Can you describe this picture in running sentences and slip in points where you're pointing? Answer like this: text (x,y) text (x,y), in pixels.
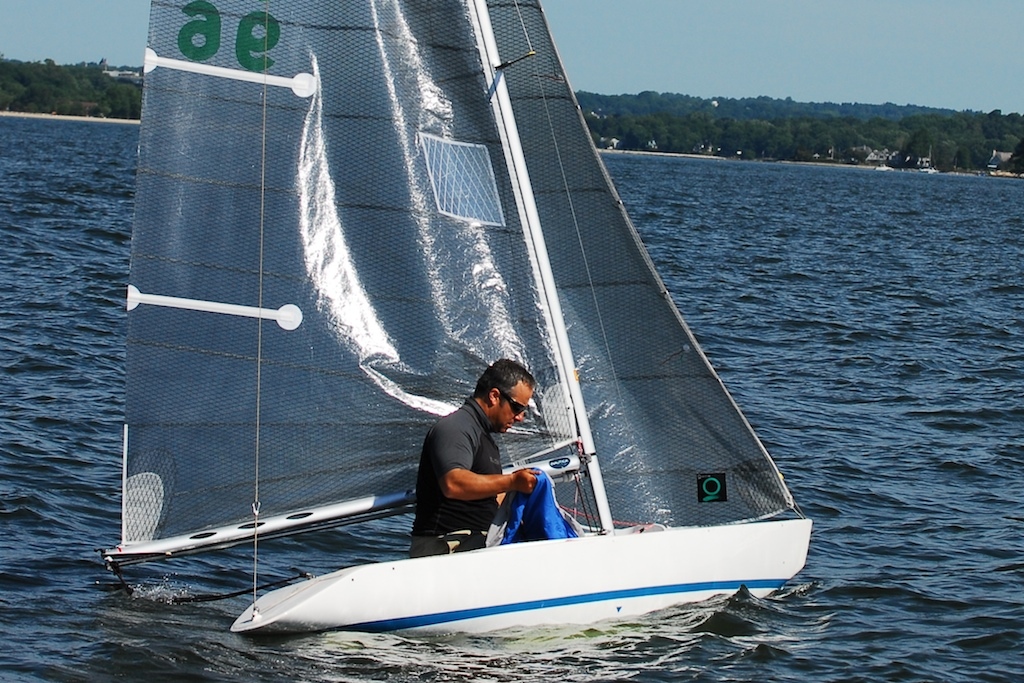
In this picture I can see at the bottom (438,514) there is a man (437,551) in the boat (586,540) and there is water (893,543), in the background (684,152) there are trees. At the top (744,35) there is the sky (762,30).
